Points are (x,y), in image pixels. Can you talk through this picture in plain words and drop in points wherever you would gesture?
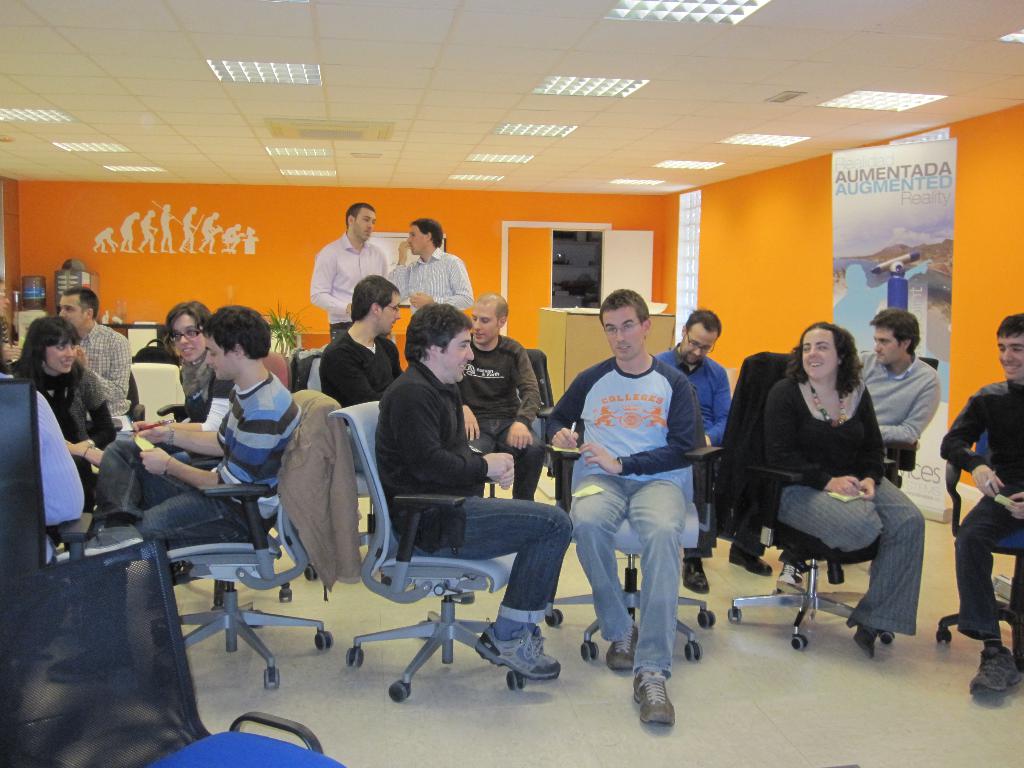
In the image I can see some people (551,578) who are sitting on the chairs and also I can see two other people (362,244) who are standing and a poster (885,198) to the side.
